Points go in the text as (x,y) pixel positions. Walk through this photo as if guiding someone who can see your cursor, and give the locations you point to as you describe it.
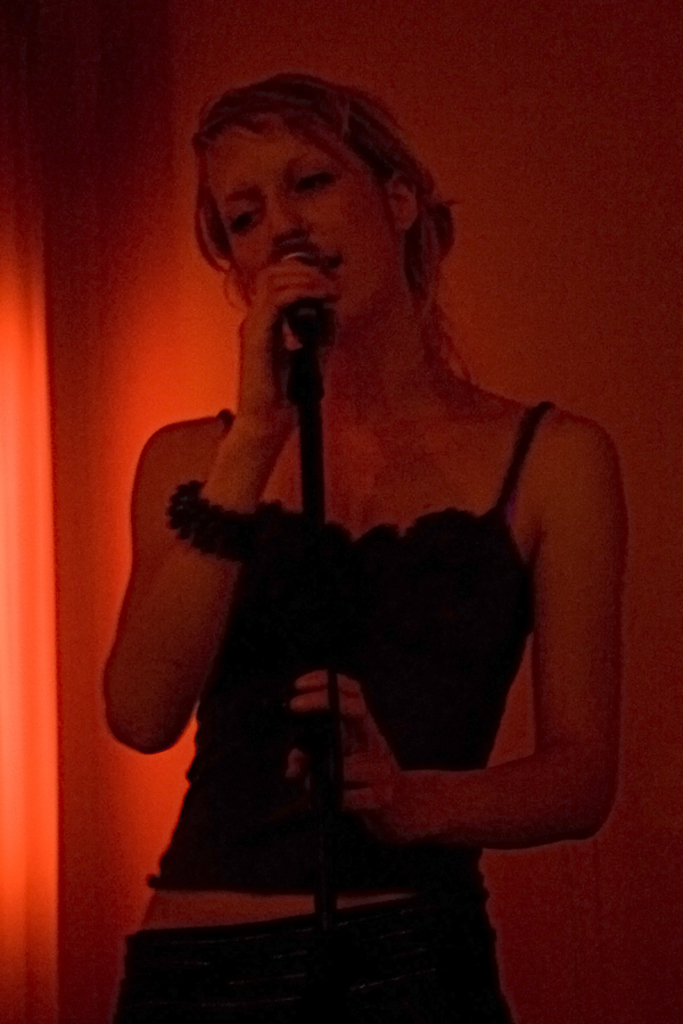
In this picture there is a woman (410,728) standing and singing on a mic (316,385). Background (562,1002) is red in color.
